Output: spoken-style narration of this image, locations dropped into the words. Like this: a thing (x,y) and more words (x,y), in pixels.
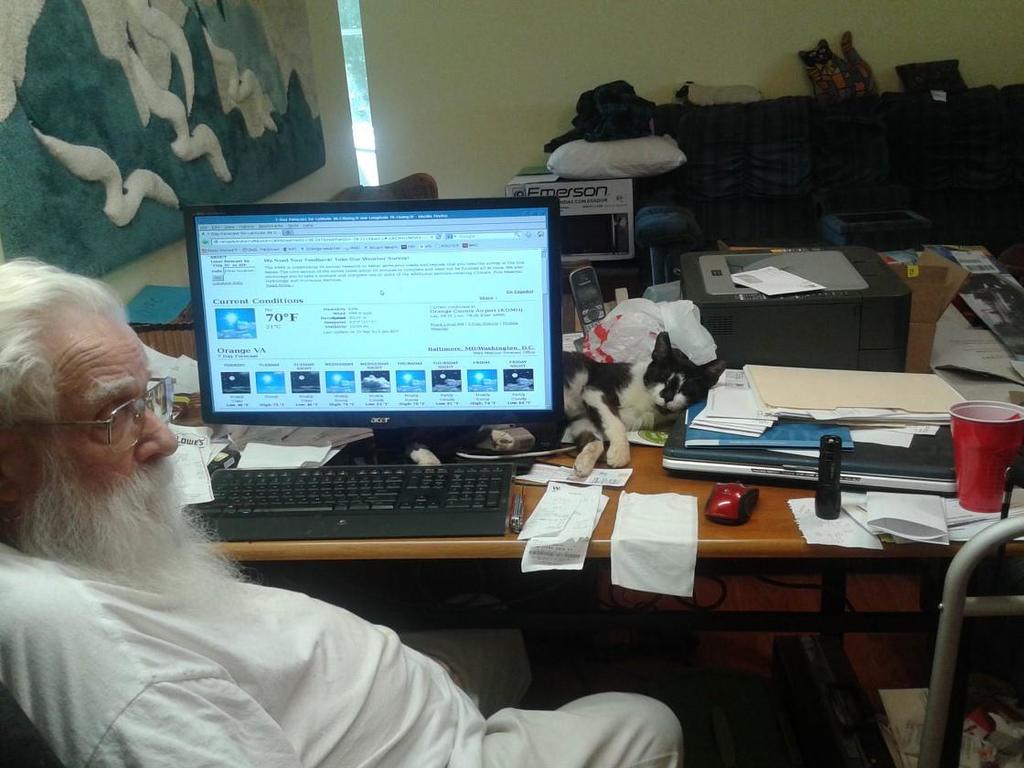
In this picture i could see a person (147,587) with a white beard (163,552) dressed up in white sitting on the chair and in front of him there is a table (775,485). On table (654,463) there are laptop (741,465) keyboard (443,470) books (760,432) printer (809,314) glass (1001,467) and the cat (565,401) beside the laptop (725,469). In the background (739,176) i could see a black colored sofa (750,145) yellow colored wall (471,79) and wall hanging (133,87).
